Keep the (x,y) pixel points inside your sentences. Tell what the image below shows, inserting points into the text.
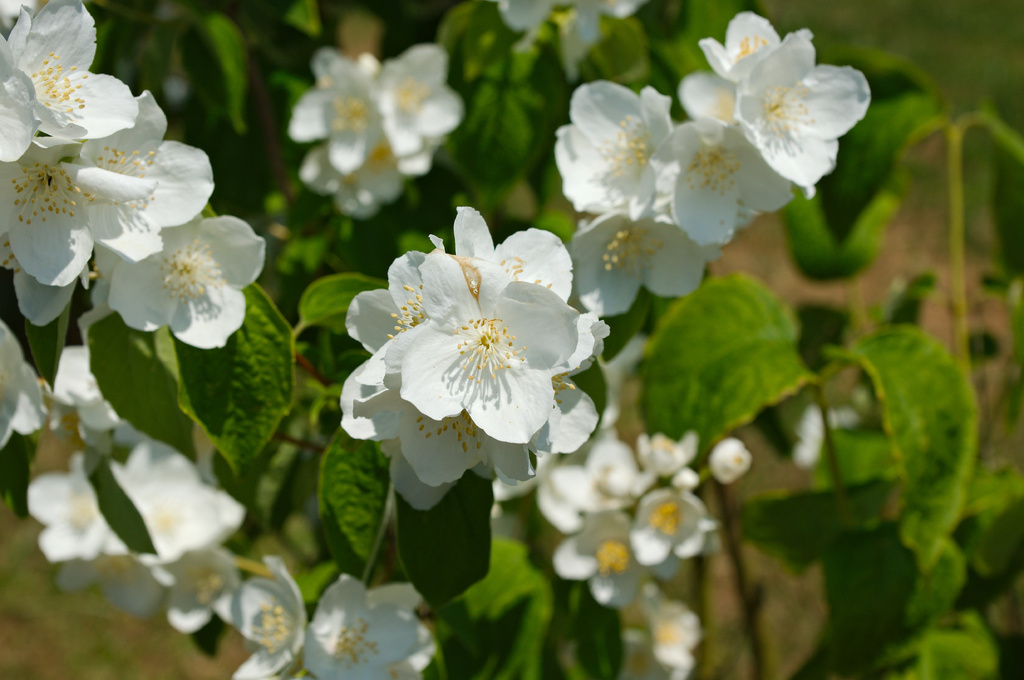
In this image I can see few flowers (82,173) which are white and yellow in color to the plants (421,582) which are green in color. I can see the blurry background (894,33) which is green and brown in color.
